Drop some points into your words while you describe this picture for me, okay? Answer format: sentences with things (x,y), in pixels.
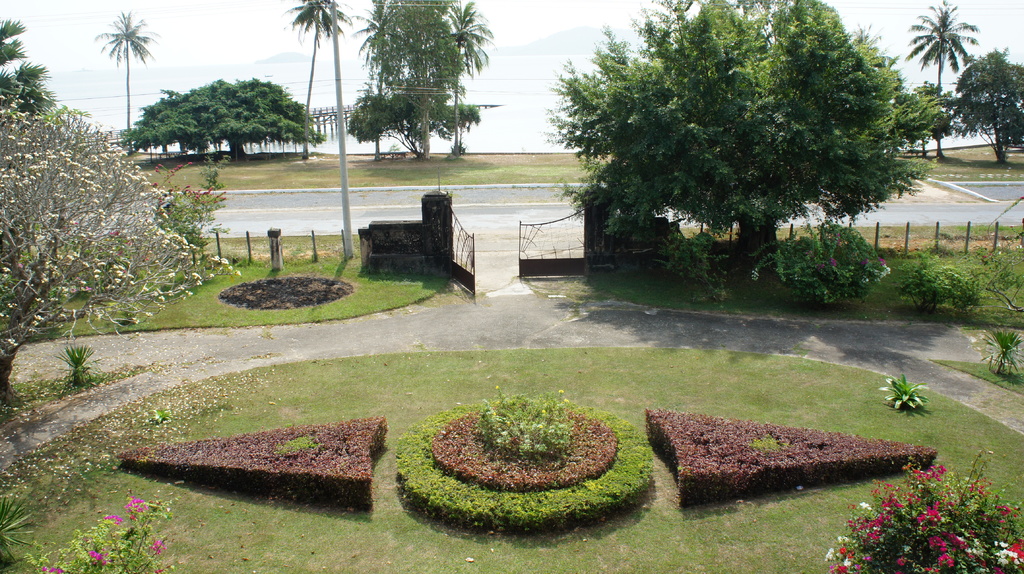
In this image there are trees (35,260). At the bottom (137,550) there are plants (827,462) and bushes (467,477). We can see flowers (929,518). There is a gate (474,279) and we can see a fence (912,235). In the background (539,49) there is water (531,81), hills (301,57) and sky (518,28). We can see a pole (338,61).
